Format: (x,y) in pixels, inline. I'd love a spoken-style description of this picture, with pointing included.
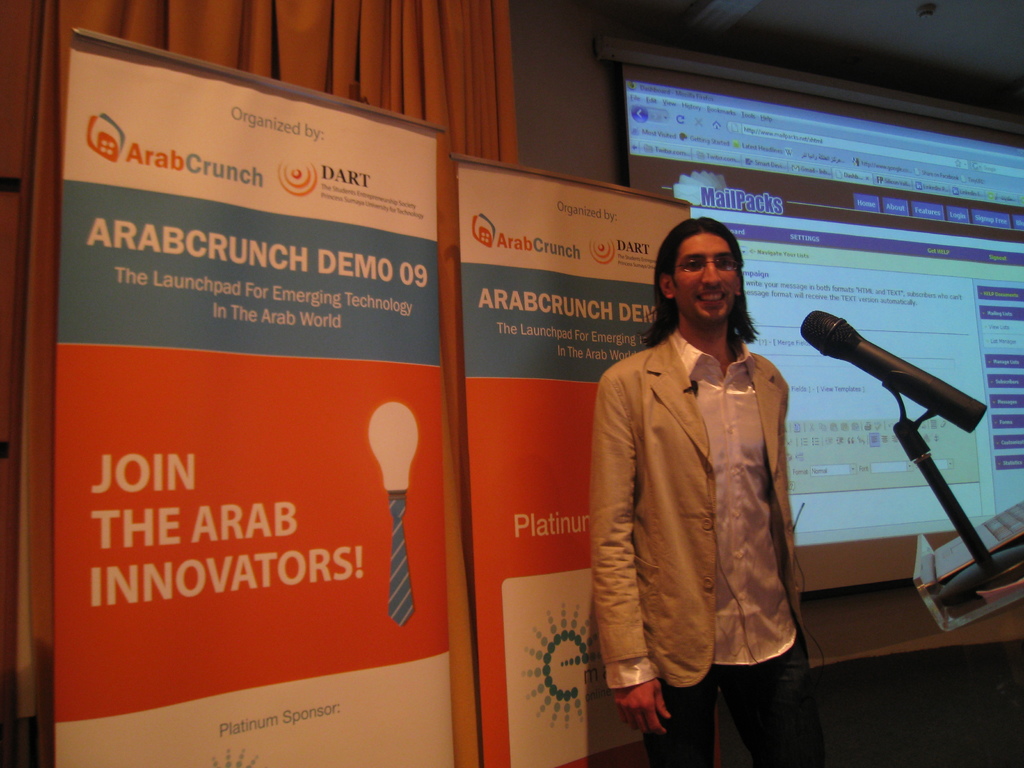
In this image I can see the person (731,398) is standing. I can see the mic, banners (507,264), curtain (362,87), wall (543,60) and the projector-screen (779,250).
